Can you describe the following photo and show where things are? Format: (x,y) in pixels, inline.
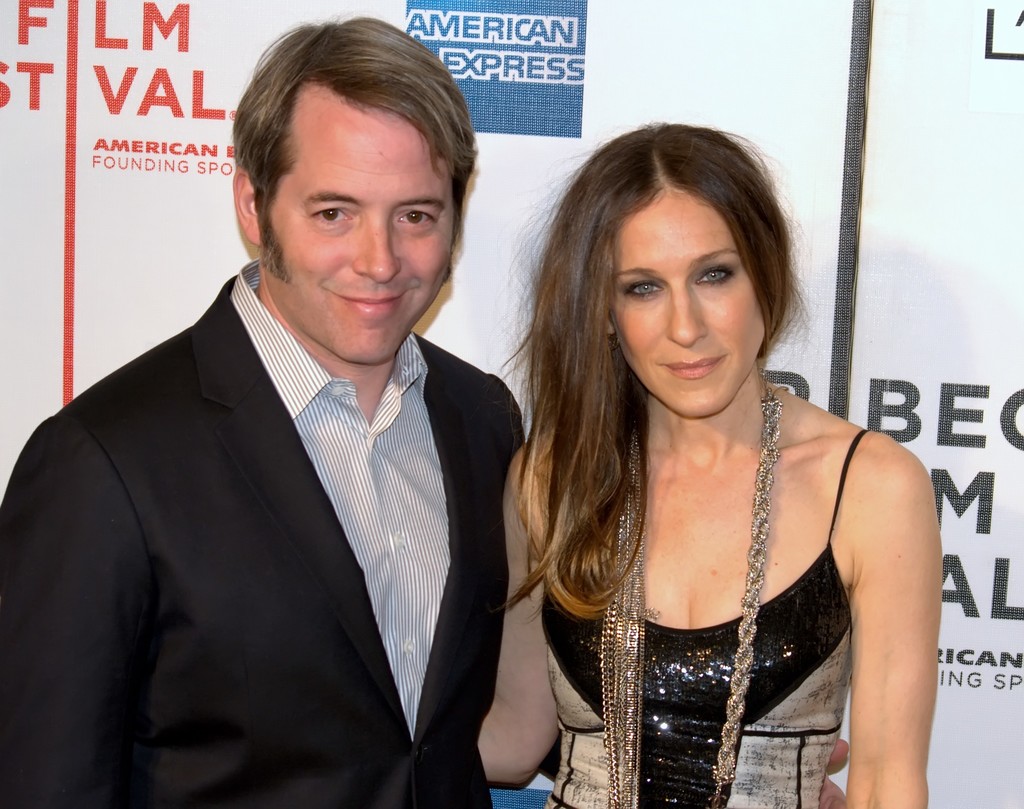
In this image I can see a man (218,522) and woman (853,799) standing together and smiling in-front of a banner (63,42).
